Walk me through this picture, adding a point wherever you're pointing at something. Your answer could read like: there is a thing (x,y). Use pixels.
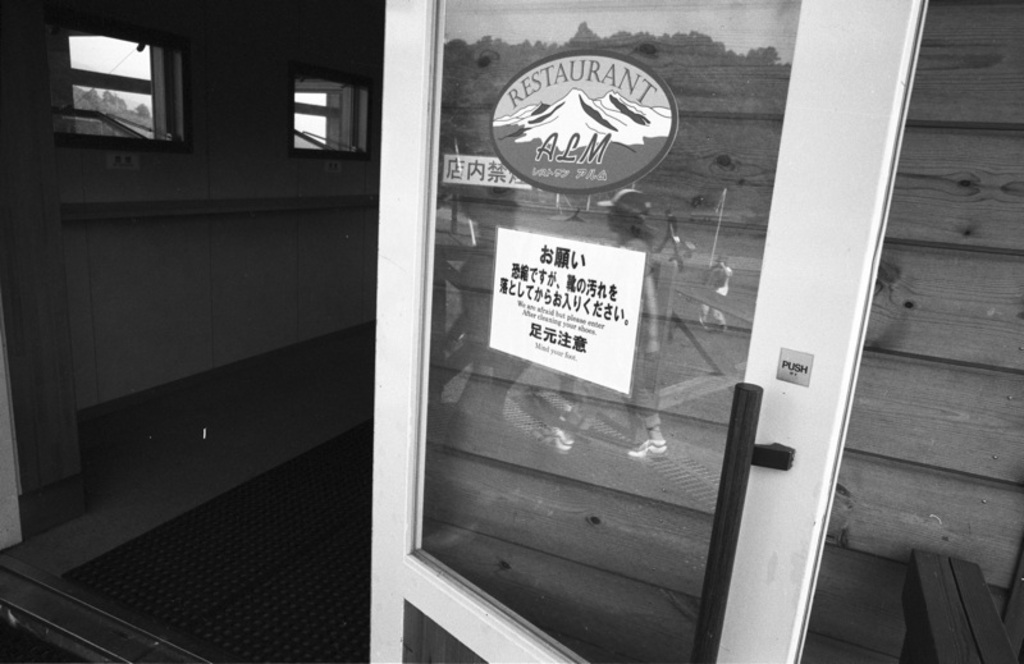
In this picture, we see glass door (676,273) and posters (534,340) are pasted on it. Beside that, we see a wall (188,264) and windows (100,121) from which we can see trees (92,104). Behind the door (658,569), we see a wooden wall (898,415). This is a black and white picture.
